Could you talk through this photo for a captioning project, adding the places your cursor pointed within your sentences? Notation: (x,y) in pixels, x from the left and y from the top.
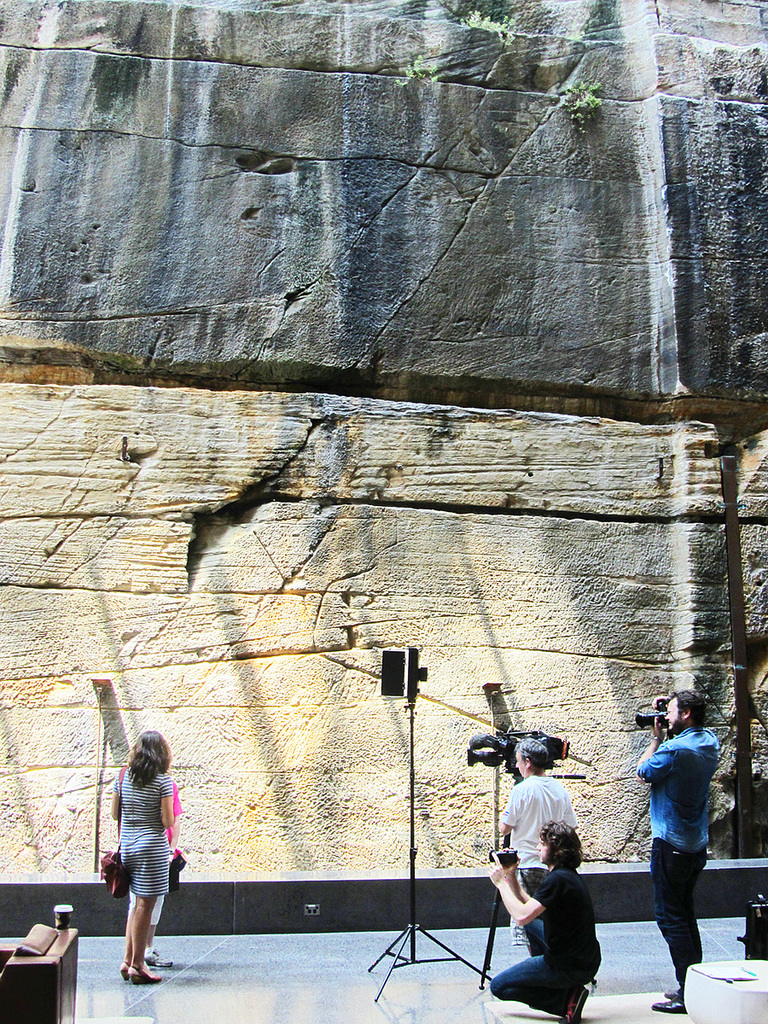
In this image I can see group of people (680,957) standing and I can see a person (664,808) holding a camera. The person (696,763) is wearing blue shirt (678,770) and blue pant (685,857), background (442,464) I can see the wall (287,513) in brown and gray color and I can see few plants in green color.
